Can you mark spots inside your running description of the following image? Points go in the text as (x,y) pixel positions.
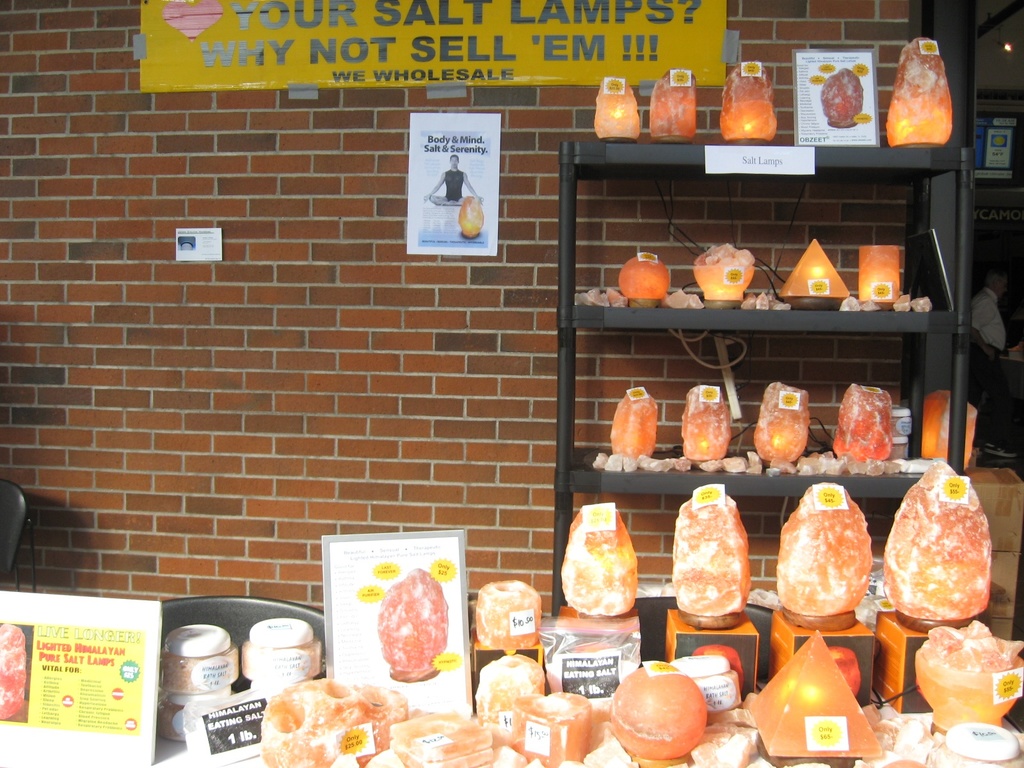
In this image I can see few boards (461,573), jars (279,645). Background (642,539) I can see few objects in orange color and they are on the racks (930,314) and I can see the yellow color board (211,53) attached to the wall (240,313) and the wall (258,459) is in brown color.
